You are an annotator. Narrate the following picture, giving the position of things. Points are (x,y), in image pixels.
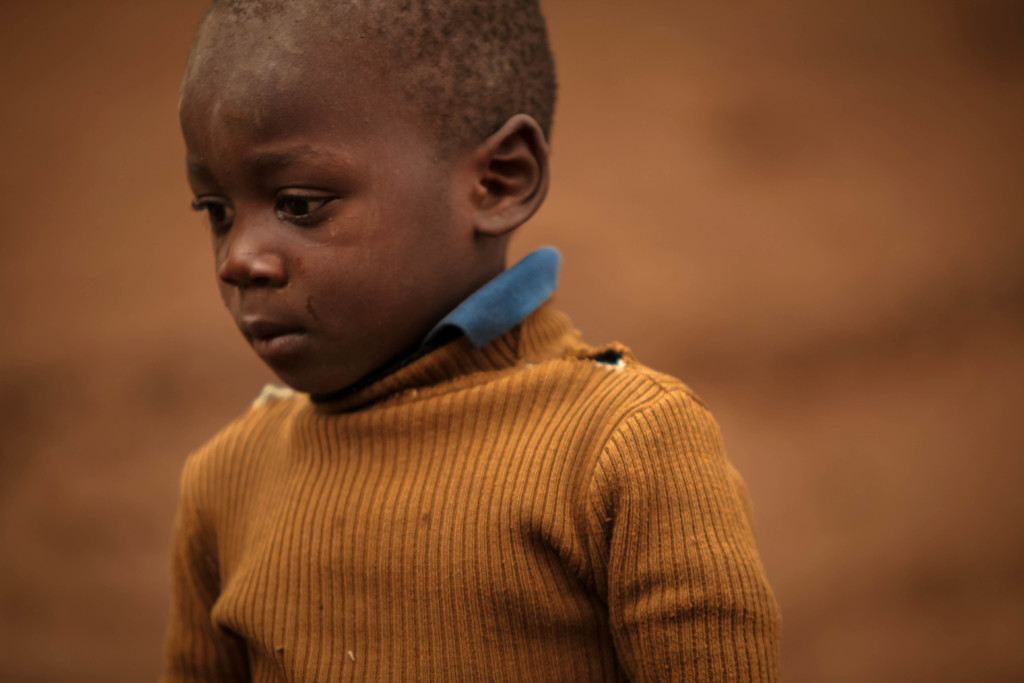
In this image, we can see a kid (471,553) wearing clothes (249,563). In the background (65,222), image is blurred.
